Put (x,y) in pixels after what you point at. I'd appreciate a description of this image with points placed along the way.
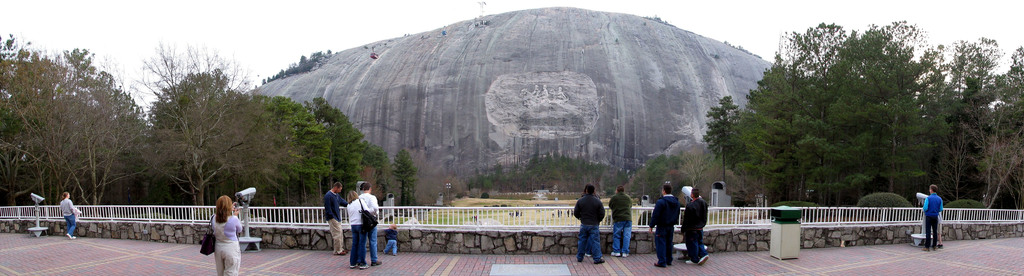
This picture is clicked outside. In the foreground (223,234) we can see the group of people (933,219) and we can see some devices (236,196), sling bags (363,224), metal rods (426,223) and some other items (793,235). In the center (639,166) we can see the trees (334,165), plants (521,186), rocks (377,70) and we can see the stone carving (540,96) on the rock (546,86) and we can see the cable cars (374,56) and some other items (483,24). In the background (293,10) we can see the sky (331,42) and the trees (20,118).
